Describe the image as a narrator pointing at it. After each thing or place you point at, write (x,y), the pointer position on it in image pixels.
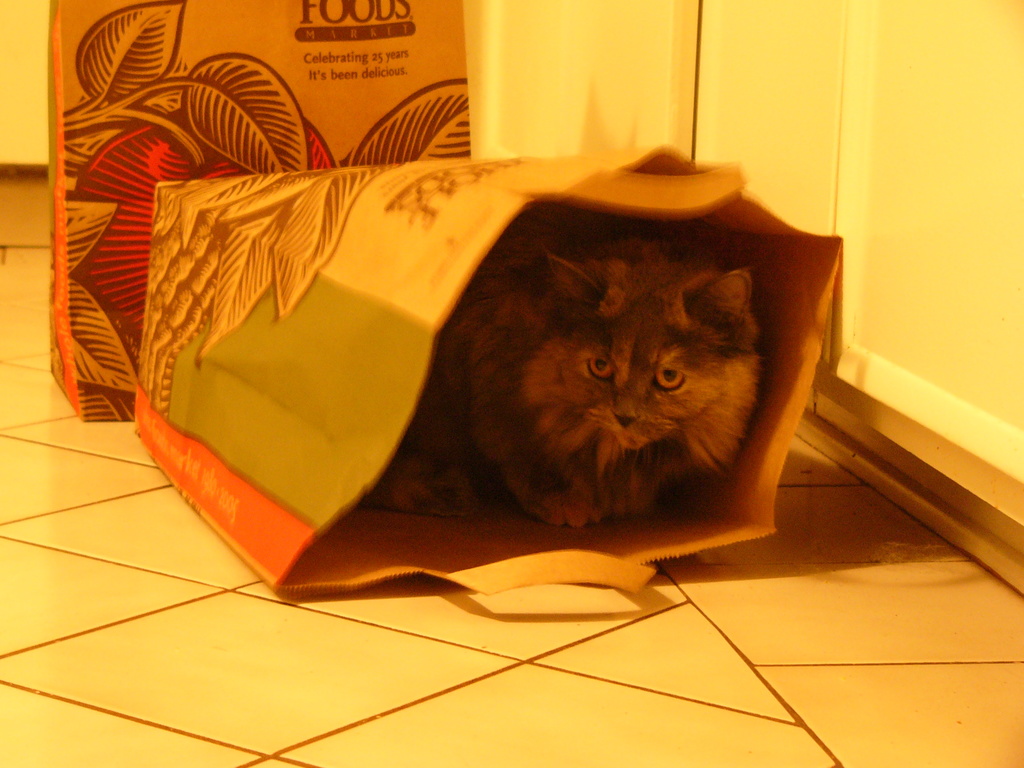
In the center of the image (462,413) we can see cat (506,420) in the bag (769,222). In the background (598,89) we can see bag (224,121) and wall (494,82).
